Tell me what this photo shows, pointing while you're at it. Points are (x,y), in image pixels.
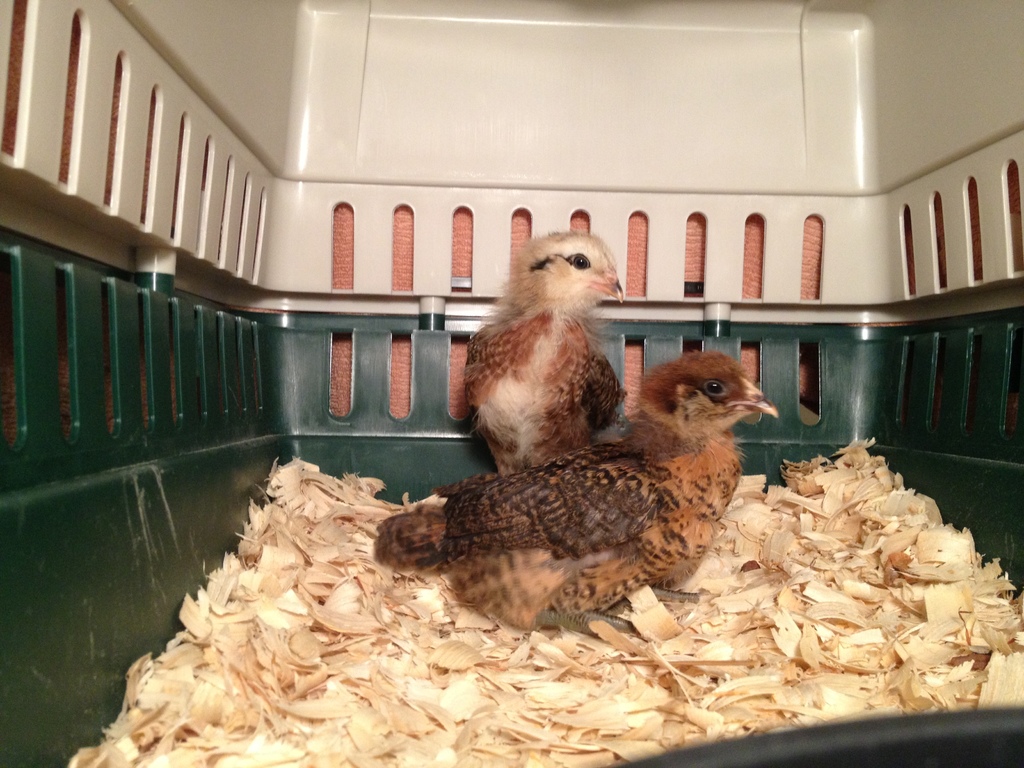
In this image two birds (664,367) are in a basket (135,628) having some wood shavings (894,614) in it.
